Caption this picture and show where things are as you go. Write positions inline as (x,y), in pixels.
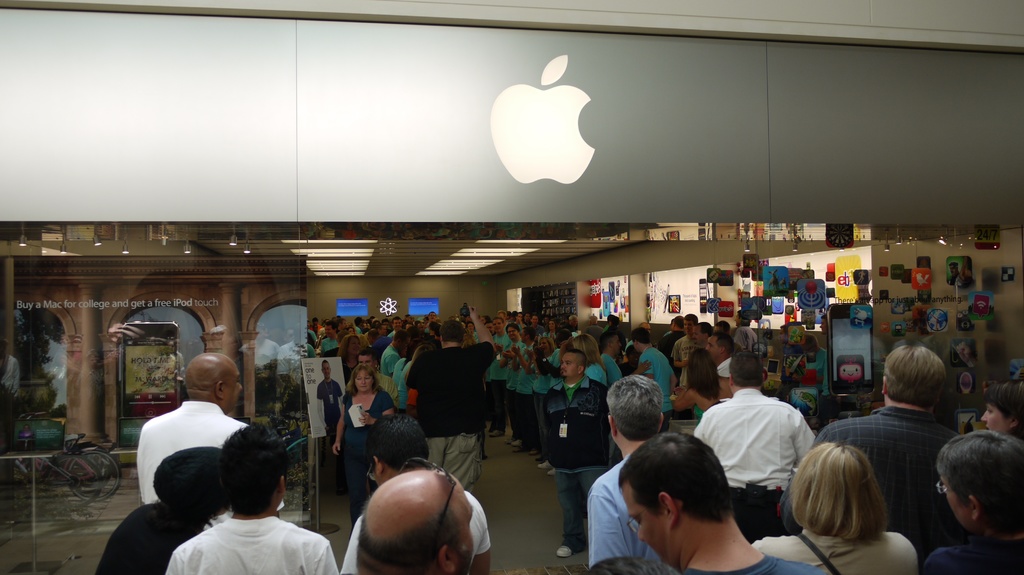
In the picture there is a huge crowd (441,375) in the showroom (243,286) and in the background (409,293) there is a wall (538,273) and there is an Apple logo (529,174) at the entrance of the showroom (319,200).
